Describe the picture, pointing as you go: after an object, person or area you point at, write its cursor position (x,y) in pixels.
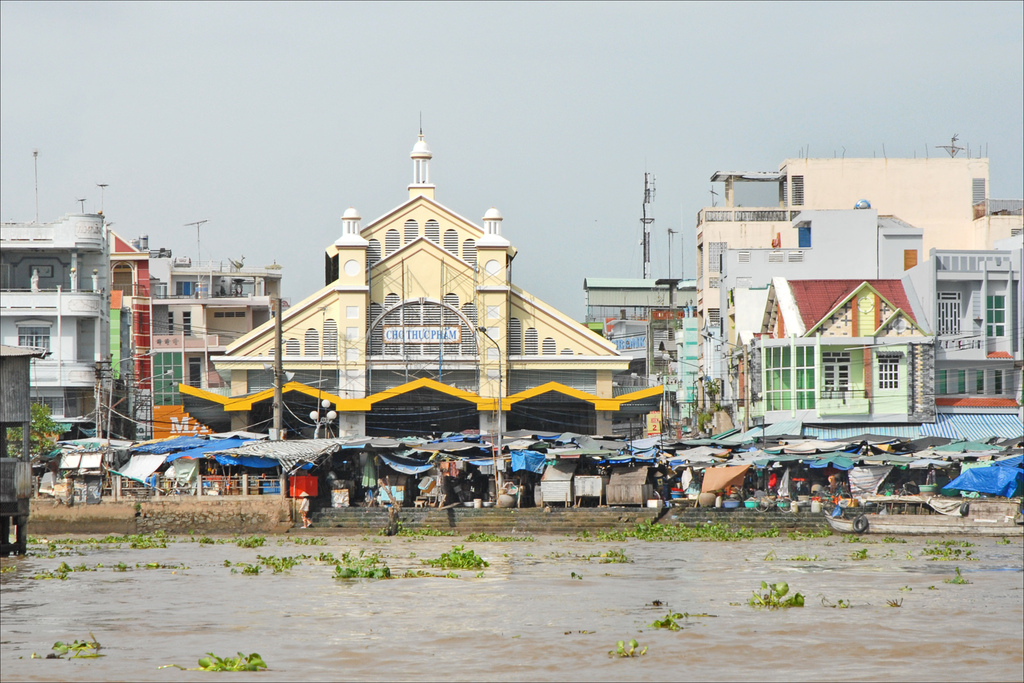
In this picture we can see water (457,655) at the bottom (444,657), in the background (810,368) there are some buildings (533,311), we can see some sheds (508,465), poles (499,455), lights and stairs (521,516) in the middle (671,448), we can see some leaves (464,558) in the water (186,546), there is the sky (543,99) at the top of the picture (554,79).
